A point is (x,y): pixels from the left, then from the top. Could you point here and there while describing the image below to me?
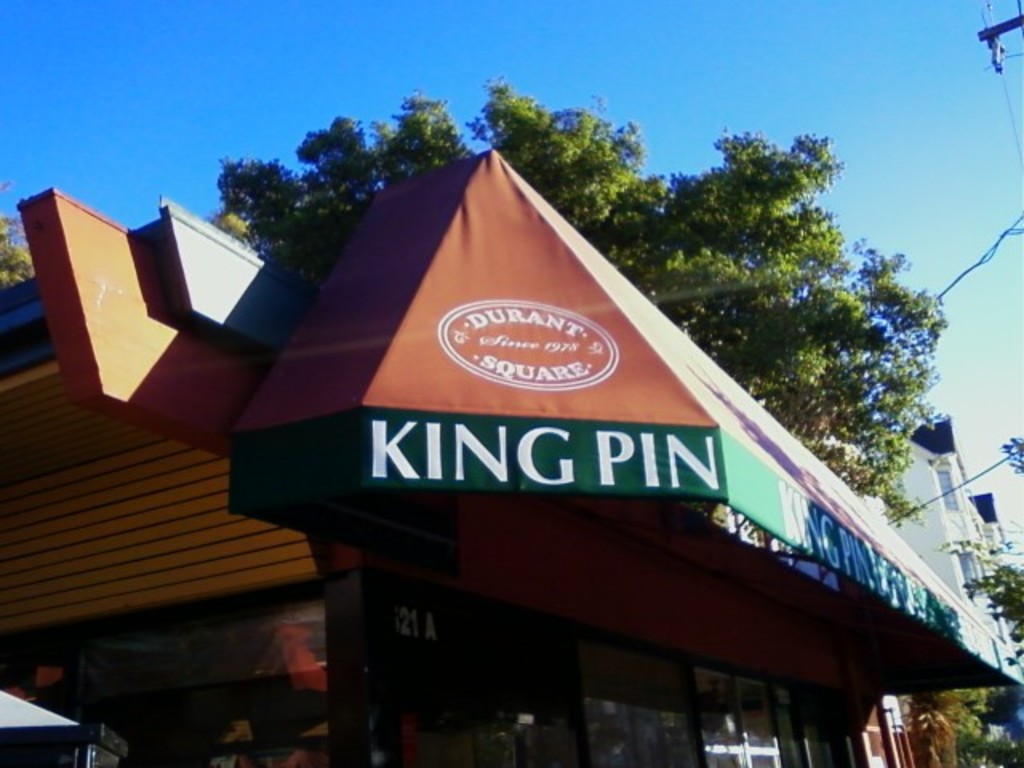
In the middle (473,469) it is a store (470,594) and this is a green tree (671,245). At the top (531,58) it's a blue color sky (394,53).
